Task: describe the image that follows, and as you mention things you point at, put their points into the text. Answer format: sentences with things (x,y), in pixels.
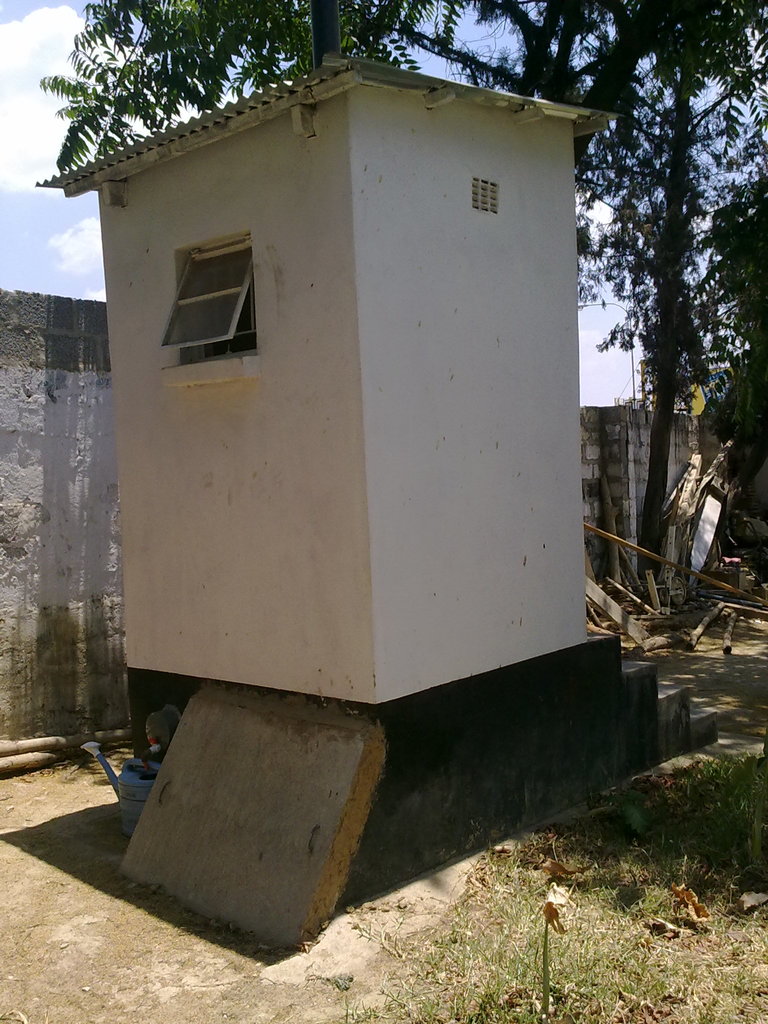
In the foreground of this image (419,756), there is a small house (425,586), wall (50,410), few stairs (649,664), wooden planks (656,594) and few trees (623,340). In the background (51,218), there is the sky (23,108) and the cloud (16,88).
